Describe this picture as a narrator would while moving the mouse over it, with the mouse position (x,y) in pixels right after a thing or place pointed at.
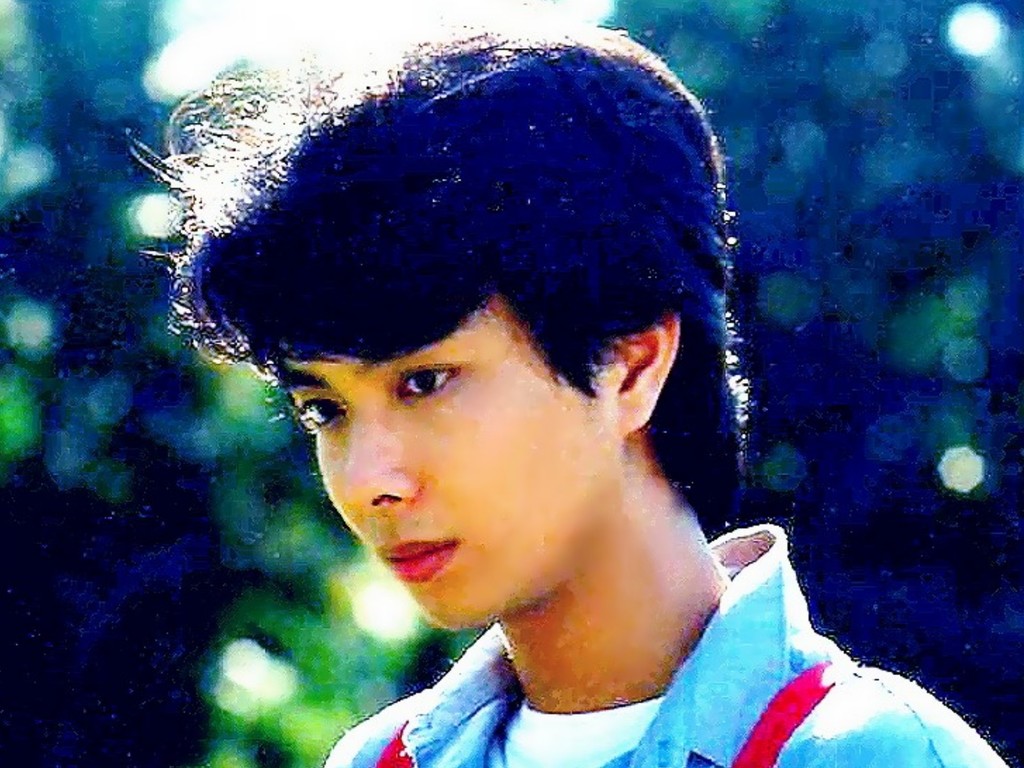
In this picture I can see there is a man (646,99) standing here and he is looking at left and there are trees (1002,207) in the backdrop (939,469).
